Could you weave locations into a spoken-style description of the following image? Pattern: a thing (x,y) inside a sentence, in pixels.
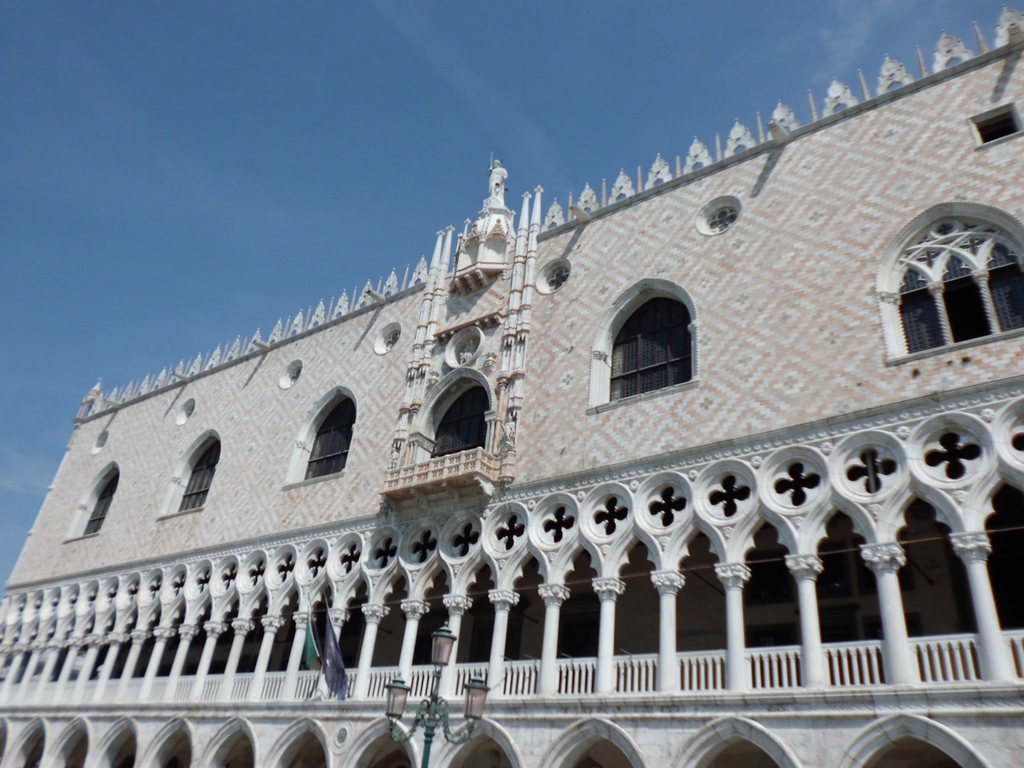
This image is taken outdoors. At the top of the image (252,119) there is the sky (604,38) with clouds (863,44). In the middle of the image (457,455) there is a building (383,454) with walls (533,387), windows (887,327), pillars (612,586), railings (430,674) and there are a few carvings (147,590) on the wall (34,582).
